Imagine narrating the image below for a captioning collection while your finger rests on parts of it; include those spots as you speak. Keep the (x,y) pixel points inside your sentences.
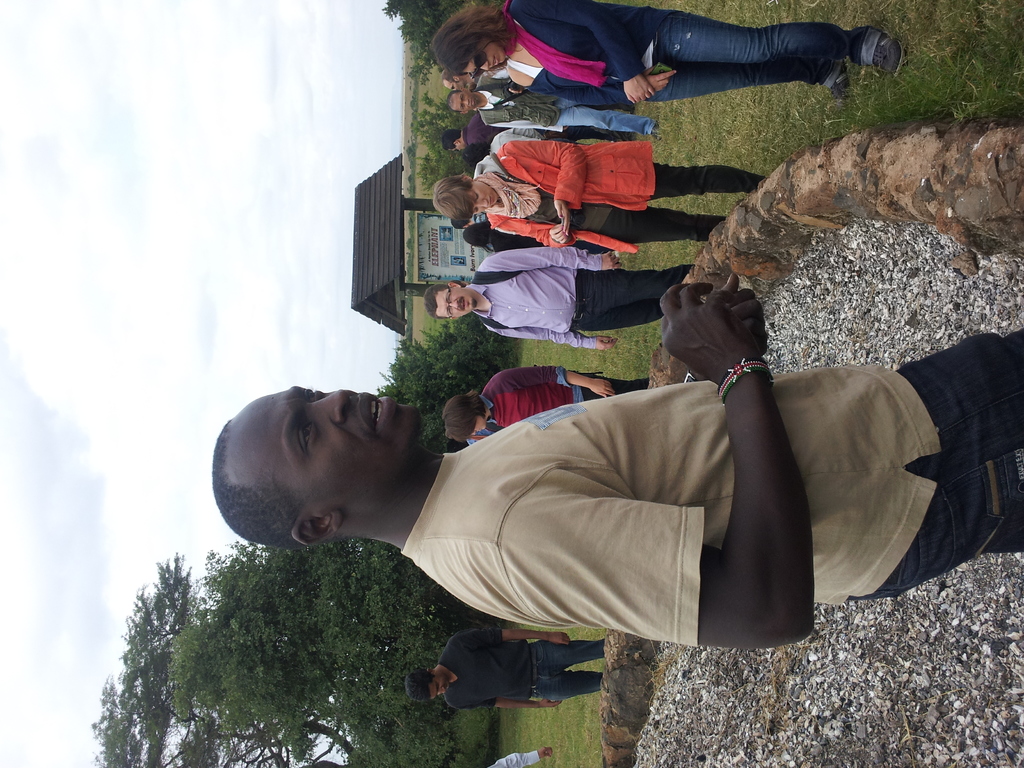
Here we can see a group of people (519,555) standing and behind them we can see trees (436,632) and a signboard (418,210) present and the sky (377,334) is cloudy.
